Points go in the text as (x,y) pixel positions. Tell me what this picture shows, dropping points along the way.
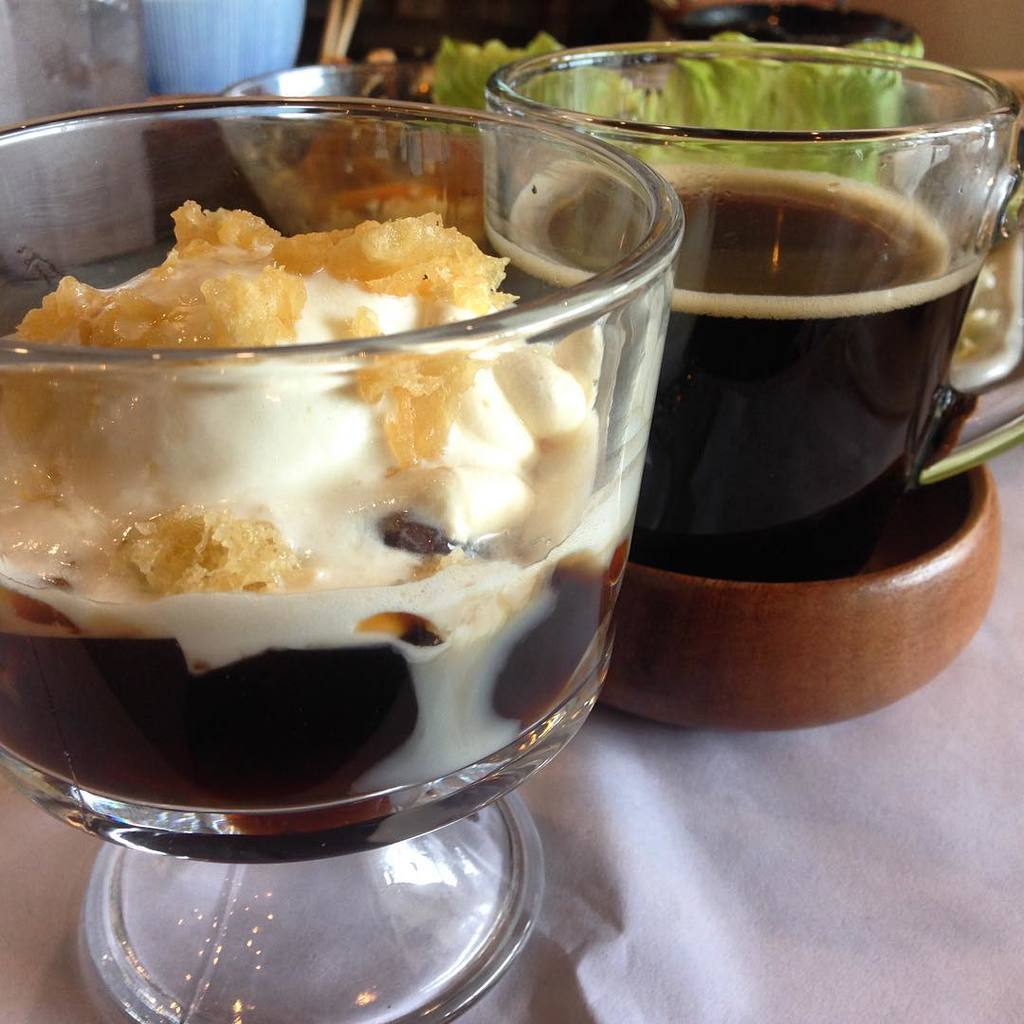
In this image I see few jars (979,94) and food (283,150) and liquids (844,266) in it.
